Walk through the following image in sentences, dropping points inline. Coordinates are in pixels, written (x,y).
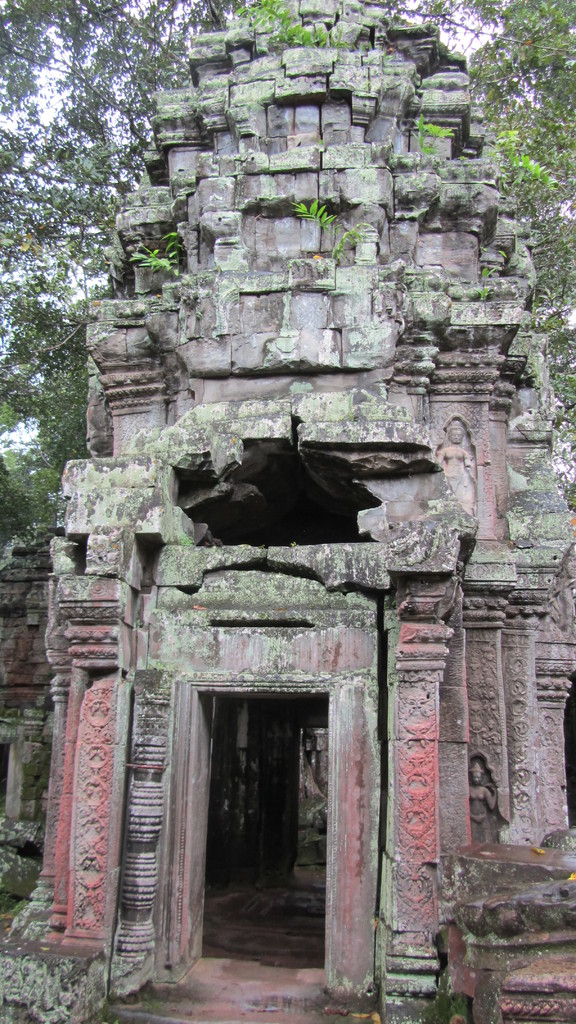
Here in this picture we can see an old monument (94,587) present over there and on that we can see some plants (178,257) and behind that we can see trees (81,220) present all over there.
